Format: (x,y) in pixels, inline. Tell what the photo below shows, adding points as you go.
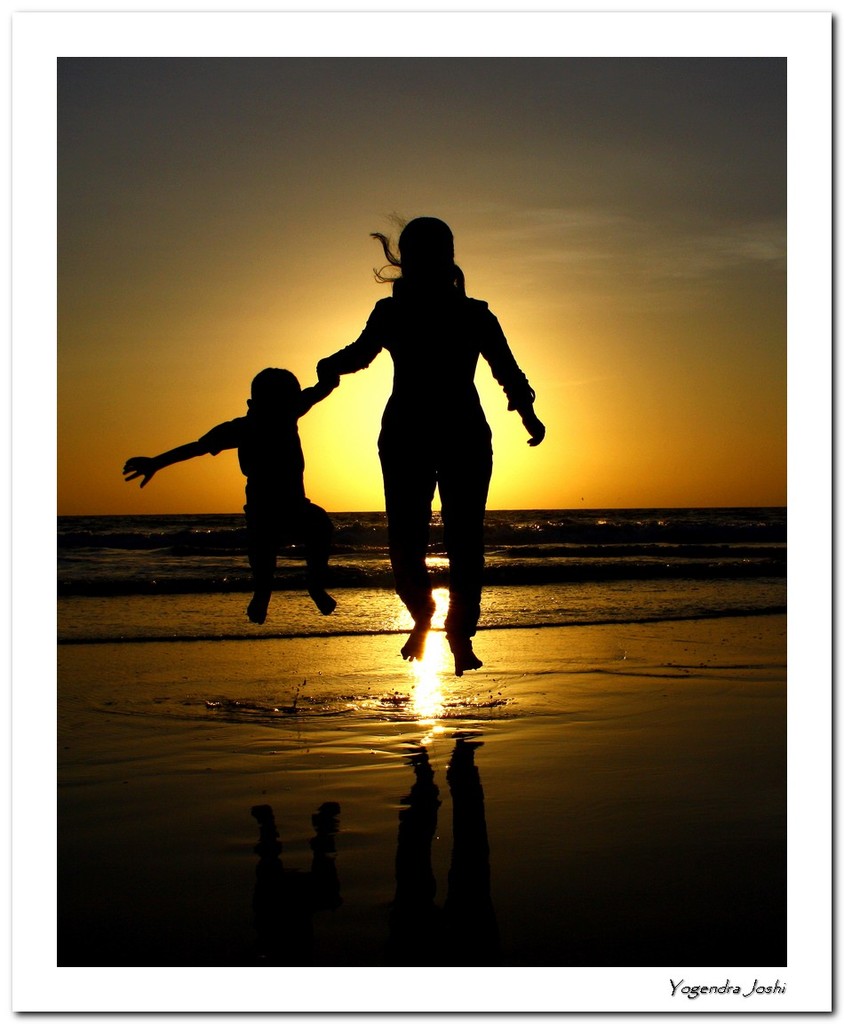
In this image there is a women (428,453) and a kid (259,477) jumping on a seashore (608,665), in the background (670,558) there is a sea (168,554) and a sunrise (216,334) in the sky (672,292), in the bottom right (688,987) there is text (730,993).
